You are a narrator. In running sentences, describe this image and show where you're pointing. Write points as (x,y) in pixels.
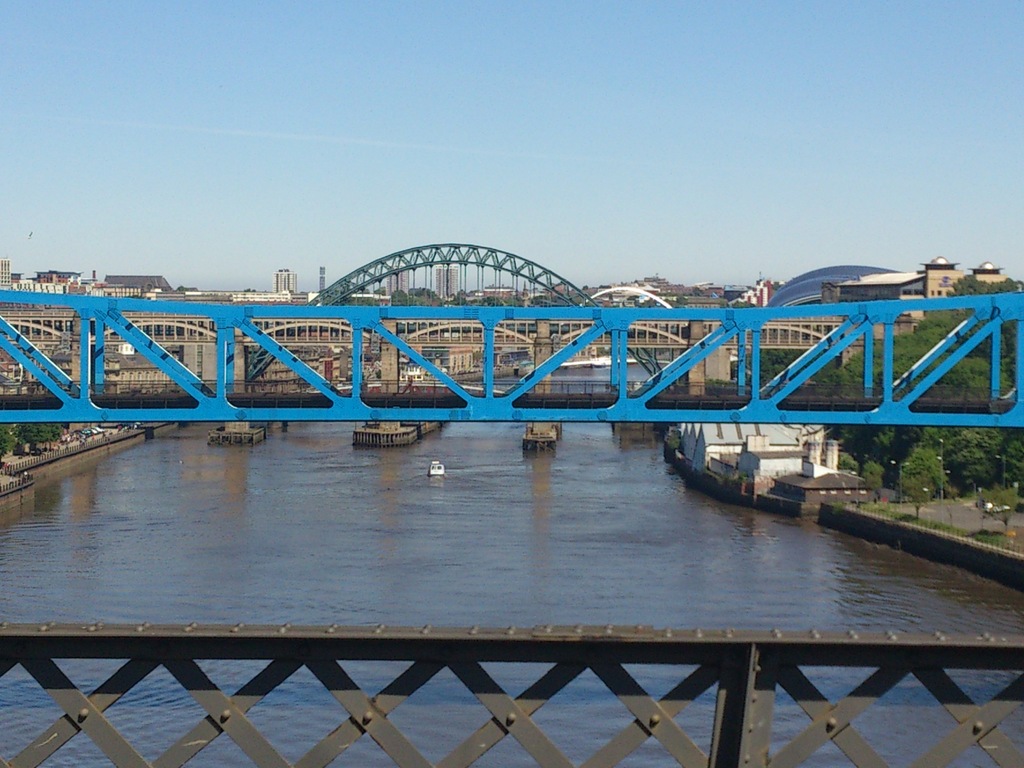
There is a river (340,547). Also there is a railing (347,690) and bridges (300,398). On the sides of the river (231,481) there are trees (892,434) and buildings (825,291). In the background (333,144) there are buildings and sky (183,239). Above the bridge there is an arch (457,251).
